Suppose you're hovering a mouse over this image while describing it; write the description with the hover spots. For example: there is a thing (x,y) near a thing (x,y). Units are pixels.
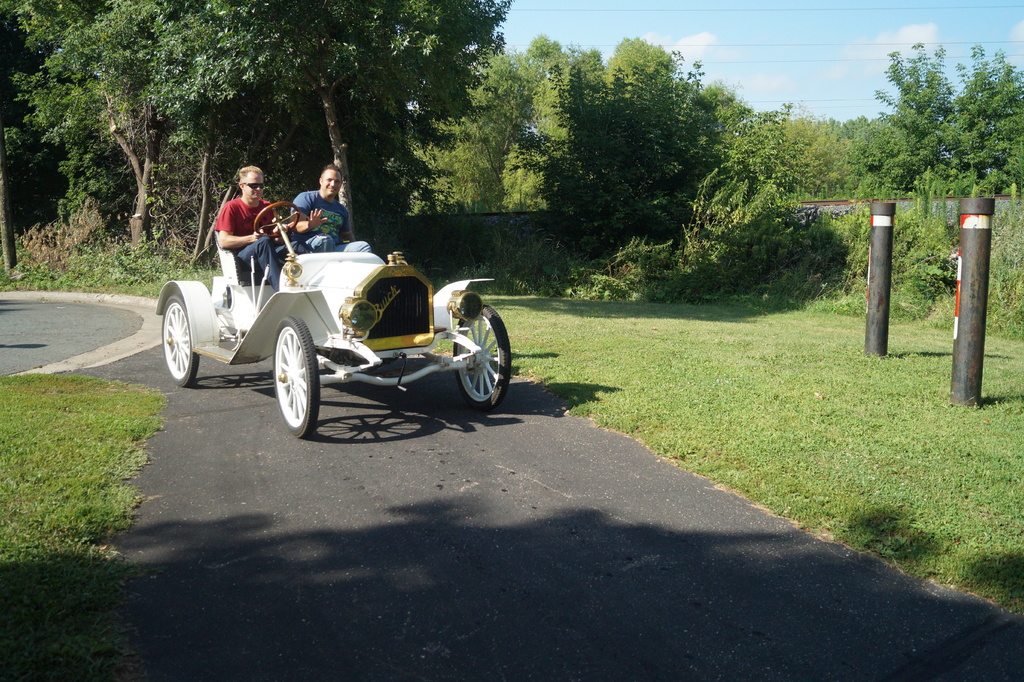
In this picture there is a man (236,230) who is wearing goggles (250,186), red t-shirt (250,223) and jeans (275,250). Beside there is a man (327,202) who is wearing blue t-shirt (337,217) and jeans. Both of them are sitting on the car's seat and he is riding a car (286,298) on the road (343,490). On the right (882,345) there are two black poles (881,233), beside that I can see the plants (774,290) and grass (790,341). In the background (376,207) I can see many trees (503,199) and wall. In the top right (944,24) I can see the sky (839,26) and clouds (900,39).
